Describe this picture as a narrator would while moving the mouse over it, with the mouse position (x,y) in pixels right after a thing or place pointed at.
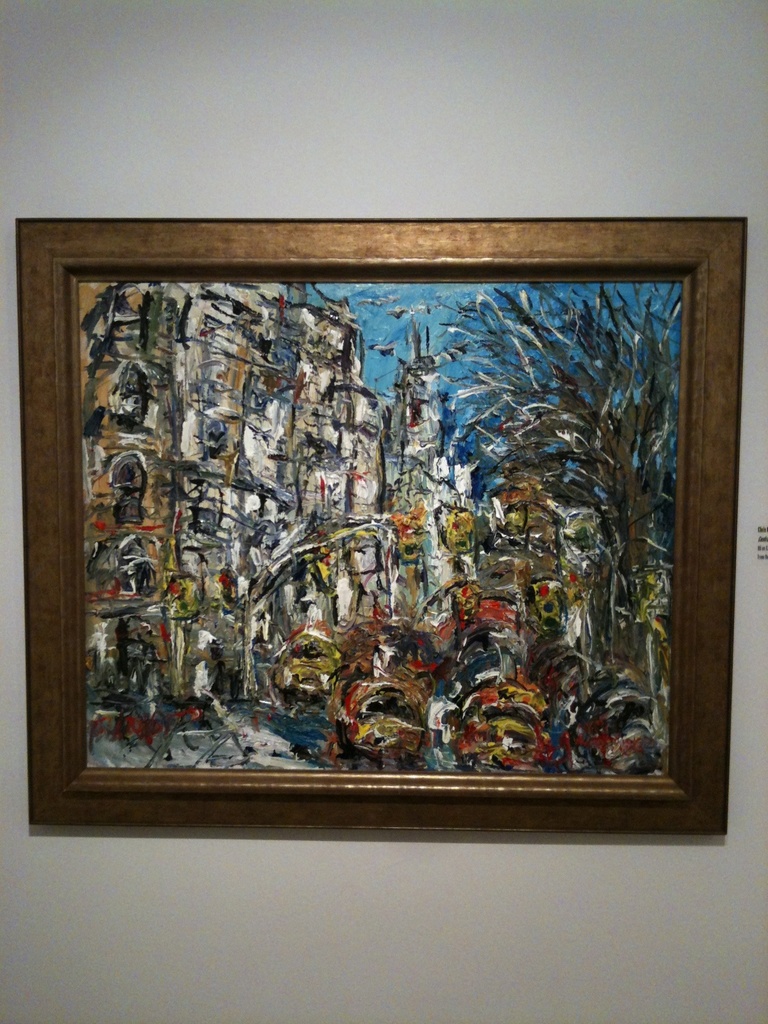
In this image we can see some painting (288,459) which is attached to the wall (44,156).
